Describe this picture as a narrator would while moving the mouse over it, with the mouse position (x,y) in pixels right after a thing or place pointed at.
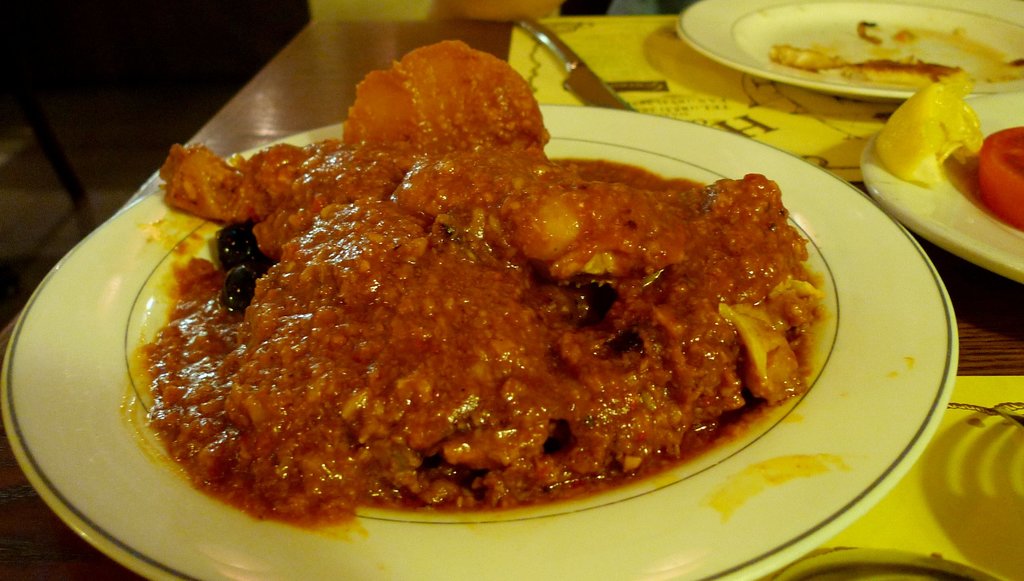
In this image I can see the plates (632,134) with food (372,348). I can see the food (477,267) is in brown color and the plate (676,526) is in white color. To the side I can see few more plates (772,74), knife (589,93). These are on the brown color surface (329,86).
